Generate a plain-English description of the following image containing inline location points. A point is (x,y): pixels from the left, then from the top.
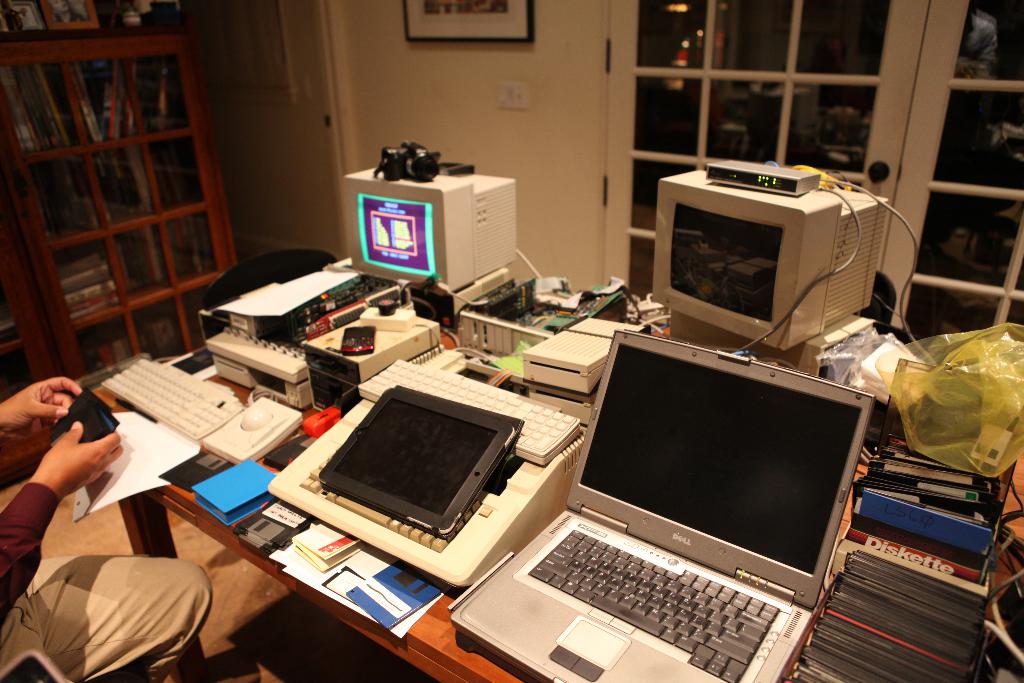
In this picture I can see a table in front (699,496), on which there is a laptop (589,526), 2 monitors (826,250), a keyboard (183,390), books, covers (1004,453) and many other things (442,319). On the left bottom corner of this image (29,573) I can see a person (53,562) sitting. On the left top of this image (123,133) I see the shelves (8,243) on which there are few things (119,167). In the background (1016,12) I can see the doors (606,166) and a frame (515,11) on the wall (381,123).
